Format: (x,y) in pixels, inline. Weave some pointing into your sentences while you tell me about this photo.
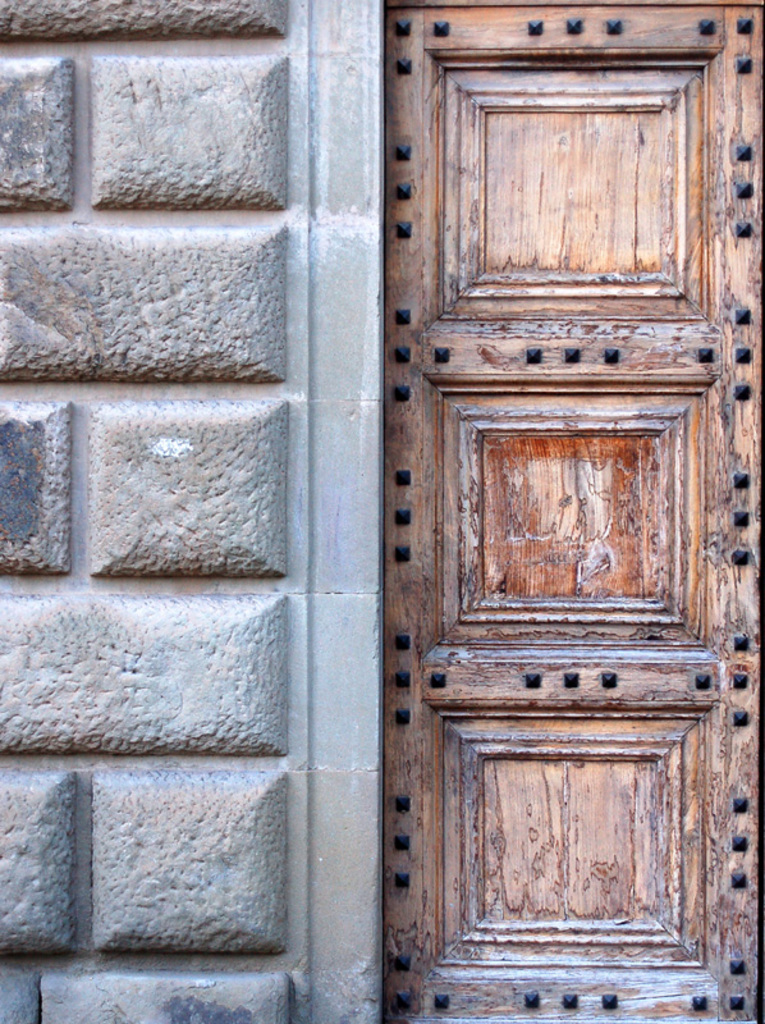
In this image on the right side (632,545) there is one door (600,599), and on the left side (161,329) there is a wall (190,464).
